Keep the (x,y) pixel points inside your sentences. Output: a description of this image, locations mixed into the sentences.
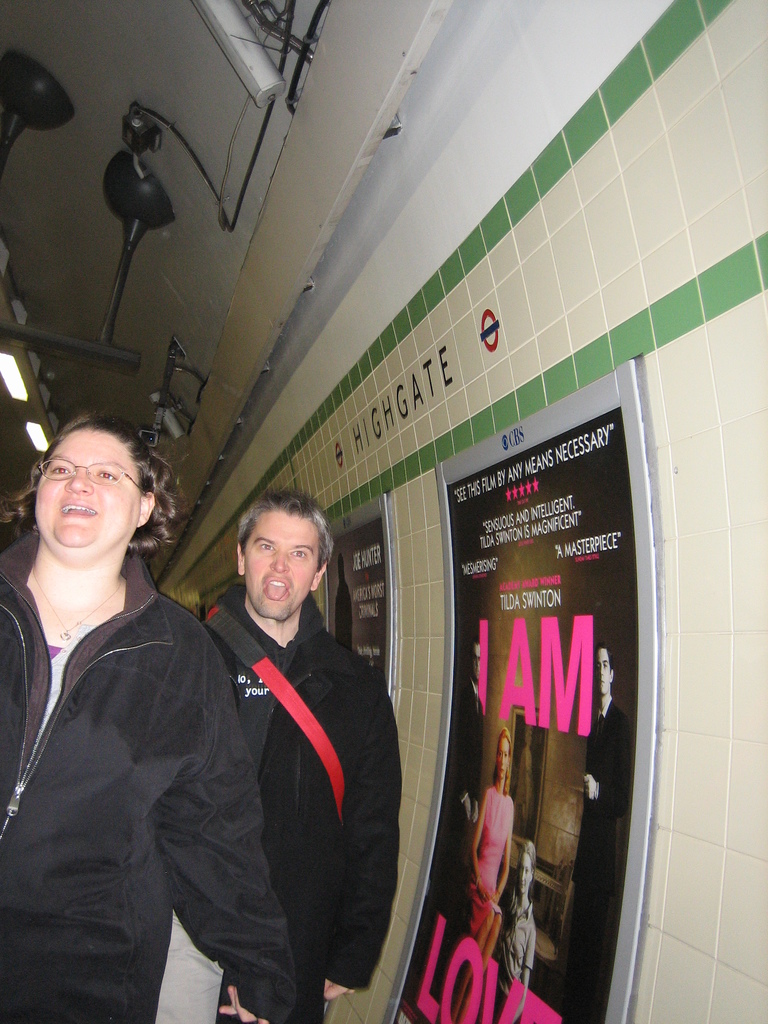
In this picture I can see there are two people (208,687) a man (242,724) and a woman (36,517), the woman (36,517) is smiling and wearing the spectacles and on to the right side (725,879) I can see there is a wall (414,325) and there are few posters (383,658) pasted on it.
